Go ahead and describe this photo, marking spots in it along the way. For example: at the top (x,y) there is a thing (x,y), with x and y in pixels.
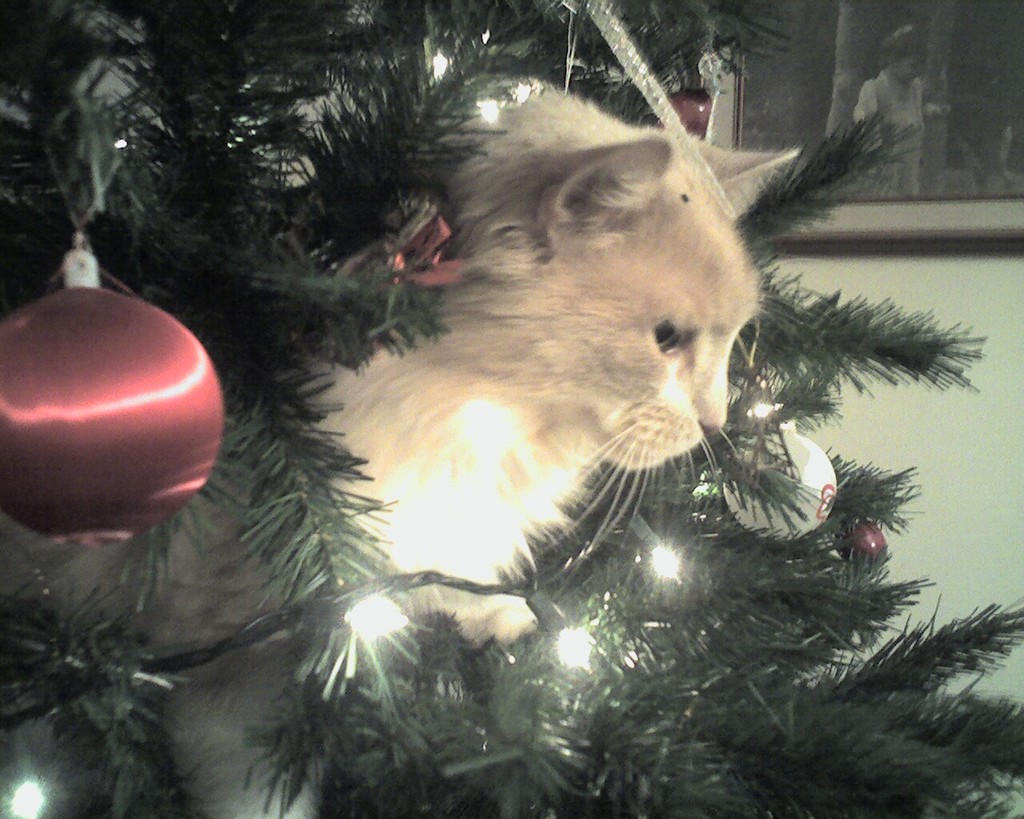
There is a Christmas tree (268,72) and there is a cat (568,357) in between the tree (56,661), there are beautiful lights (277,617) arranged around the tree (368,680).
